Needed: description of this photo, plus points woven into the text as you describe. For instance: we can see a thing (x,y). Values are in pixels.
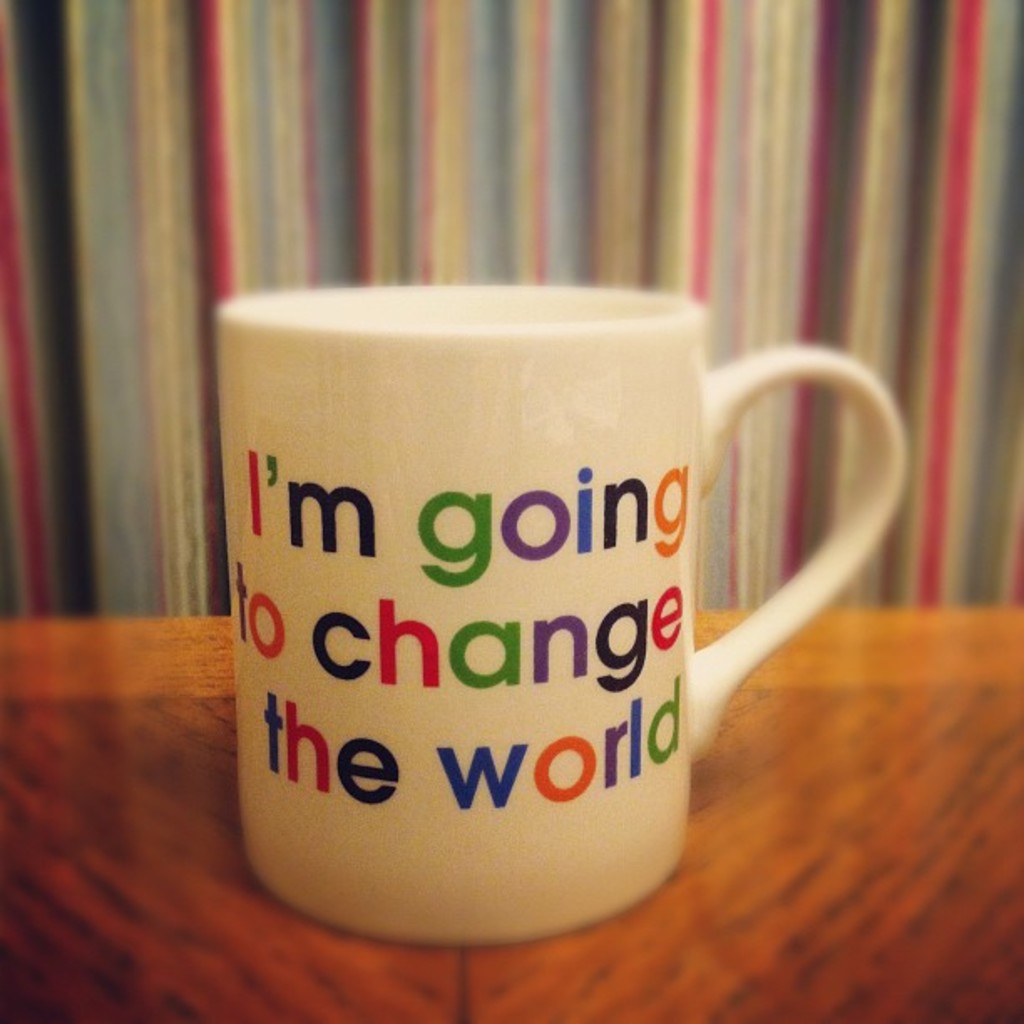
In this image I can see a mug (407,349).
